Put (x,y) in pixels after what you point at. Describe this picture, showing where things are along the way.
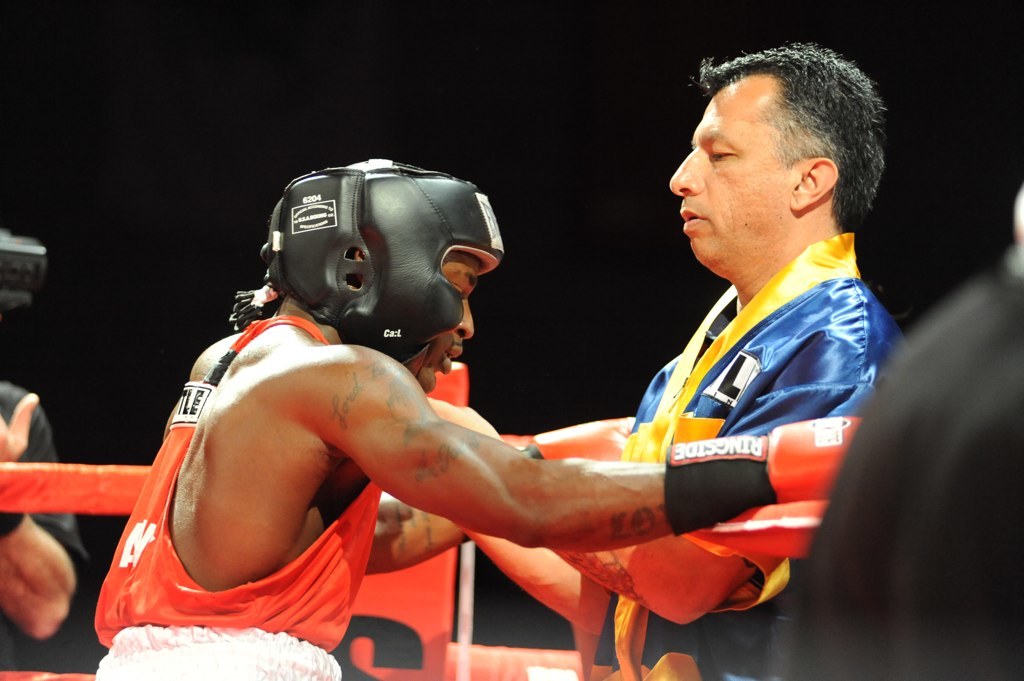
In the middle of the image (366,318) two persons (235,351) are standing. Behind them there is fencing (460,676). Behind the fencing (359,674) we can see a hand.
